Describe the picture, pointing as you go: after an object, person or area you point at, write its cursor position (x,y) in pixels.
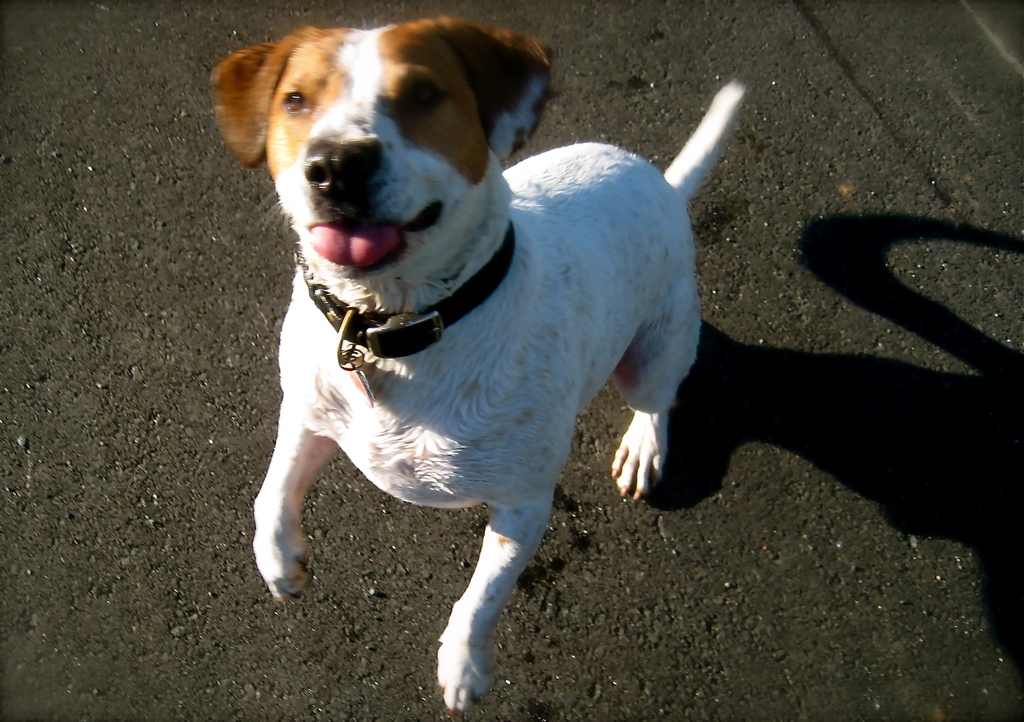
In this image I can see the dog (573,295) which is in white and brown color. It is on the road (456,523). I can see the black color belt (426,331) to the dog (311,298).
